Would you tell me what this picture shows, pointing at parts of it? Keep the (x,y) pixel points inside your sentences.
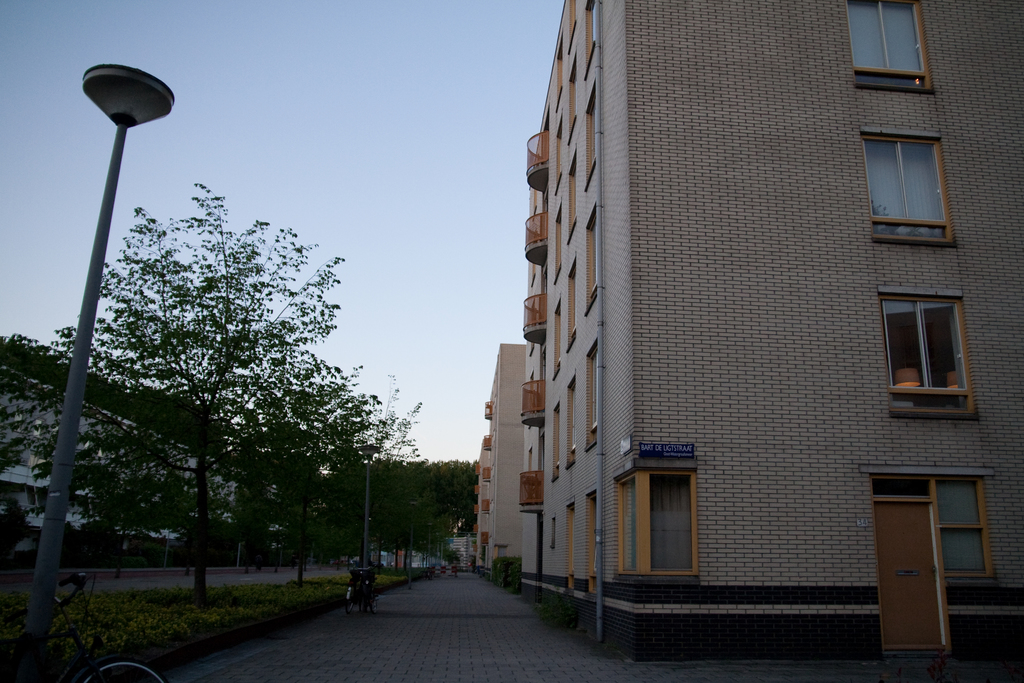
In this image we can see buildings (673,424) with windows (558,222) and door (904,547). To the left side of the image (130,498) there are trees (241,476), light pole (109,217). At the top of the image (364,41) there is sky (396,58). At the bottom of the image (419,655) there is a pavement (389,643). To the left side of the image (153,615) there are plants (85,624). There is a bicycle (80,641).
